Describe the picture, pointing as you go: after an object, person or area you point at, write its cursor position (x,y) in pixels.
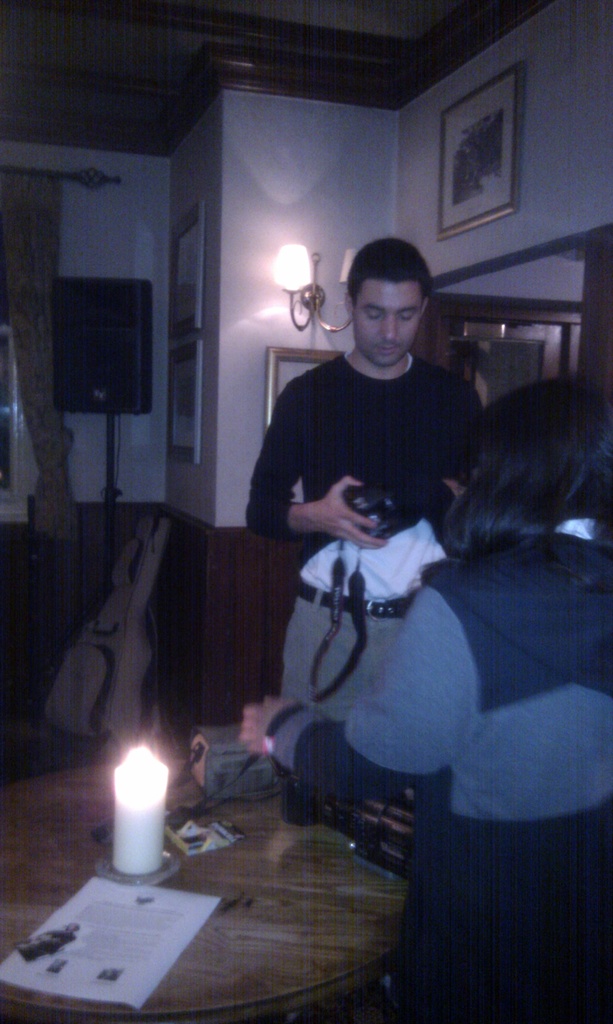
There is a person (381,570) and person (419,487) is holding a camera (384,524). And another person (523,719) is there. A table (312,916) is there. On the table (292,899), there is a paper (153,913), candle (126,794) and some other items (228,789) are there. In the background (298,214) there is wall (301,173), photo frame (281,381), door (533,369), light (292,282) and curtain (50,396) is there.
